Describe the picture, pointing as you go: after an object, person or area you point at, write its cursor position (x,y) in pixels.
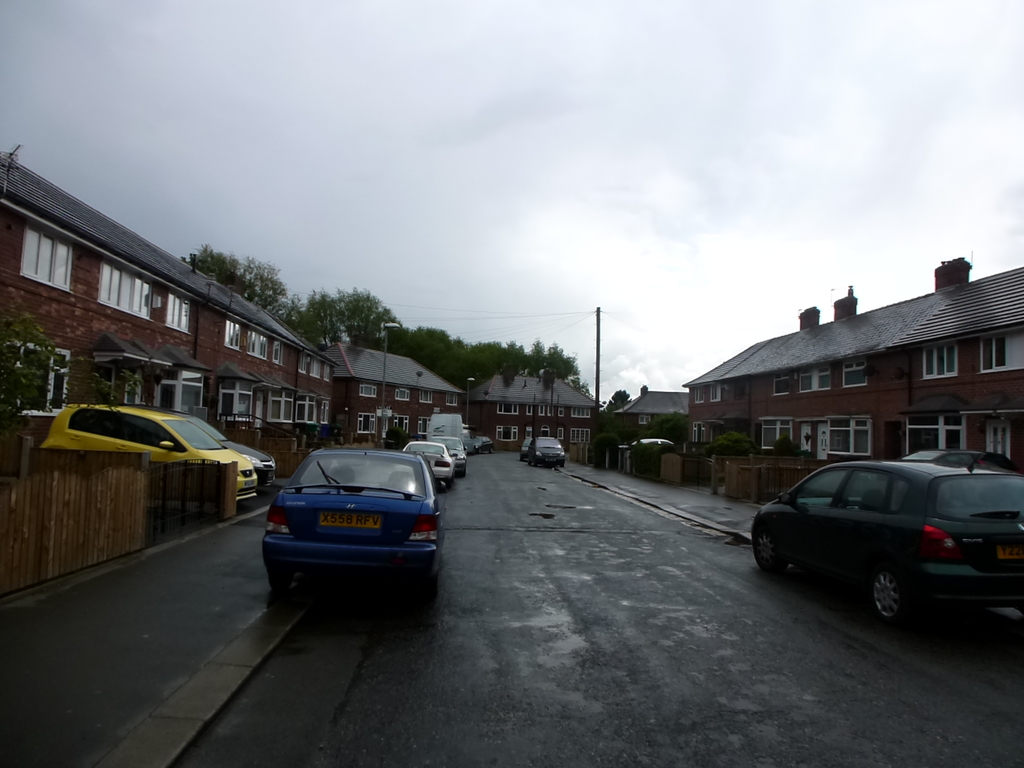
At the bottom (300,552) there are vehicles (325,556) on the road (507,644). In the background (111,291) there are buildings (96,298), poles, electric wires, trees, windows (500,435), fences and clouds (496,212) in the sky (415,198). On the left (57,505) there is a fence (57,505) and a tree (34,401).
